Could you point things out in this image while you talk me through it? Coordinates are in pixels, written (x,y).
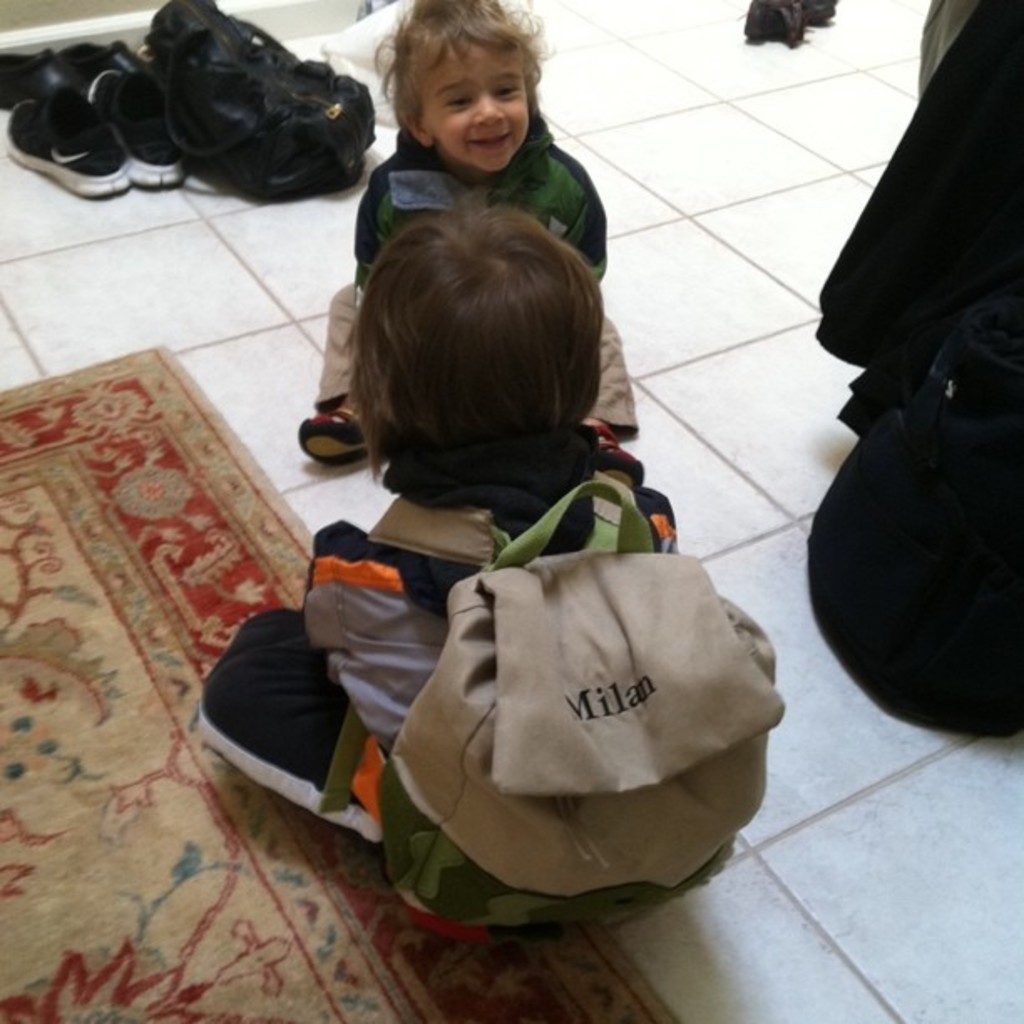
As we can see in the image there are shoes (116,134), black color bag (237,112), two people (527,192) sitting on floor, the child (481,437) who is sitting here is wearing brown color bag (504,680) and on floor (105,288) there is a mat (135,572).
